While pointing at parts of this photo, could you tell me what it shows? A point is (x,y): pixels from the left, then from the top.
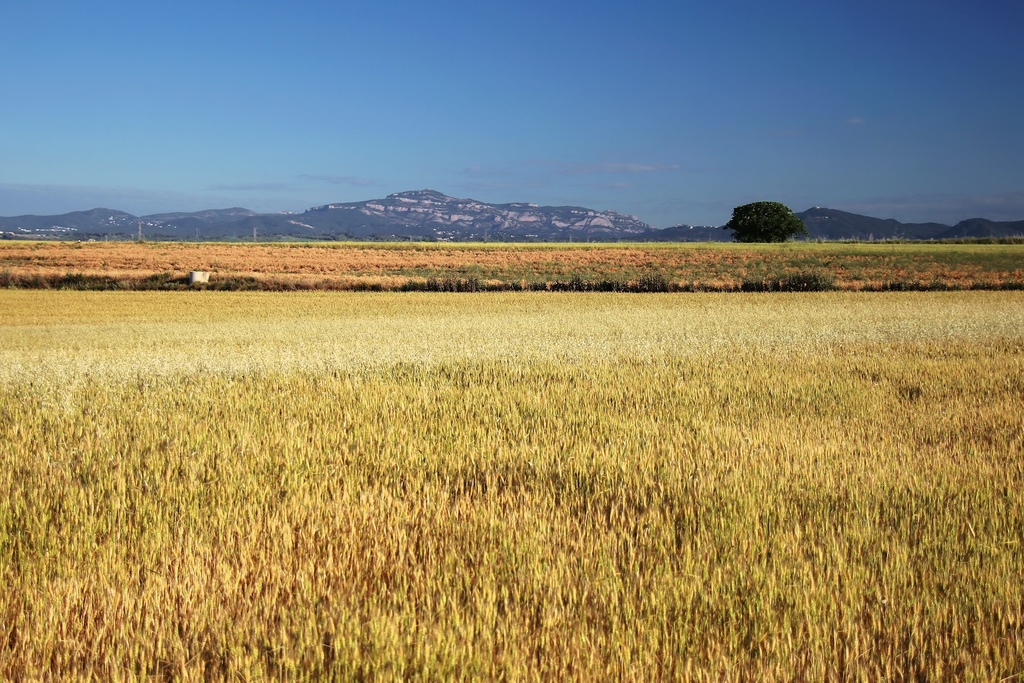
In this picture I can see grass (392,352) and hills (588,222) and a tree (743,227) and a blue sky (425,77).
